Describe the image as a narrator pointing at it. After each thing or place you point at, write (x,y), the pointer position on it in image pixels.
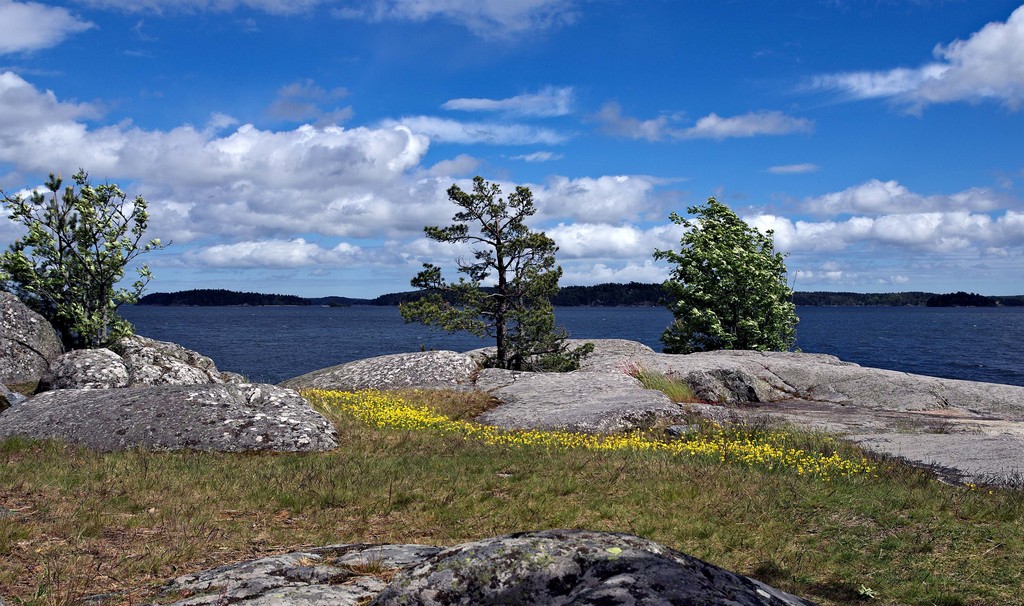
This image consists of water (387,315). At the bottom (562,526), we can see the rocks (86,445) and green grass (382,474) on the ground (712,409). In the middle (535,323), there are trees (691,323). At the top (588,122), there are clouds (470,163) in the sky (325,265).
